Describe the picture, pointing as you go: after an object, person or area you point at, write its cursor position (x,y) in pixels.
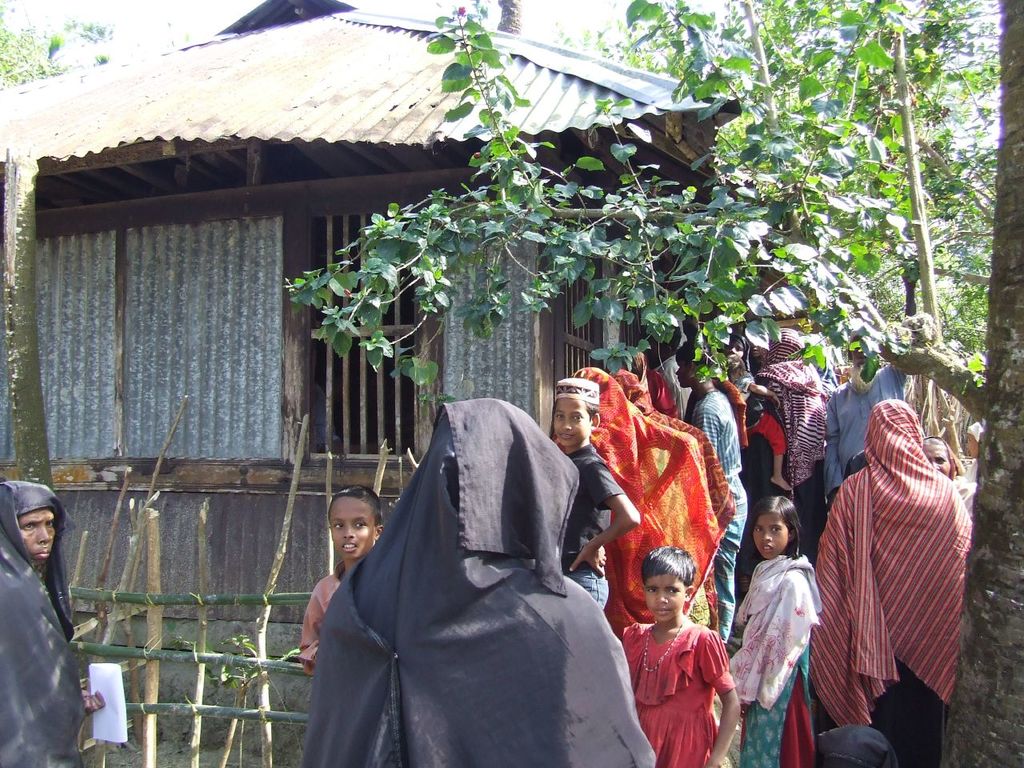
In this image I can see number of people (685,514) and few children (693,707) are standing. I can also see number of trees (903,77), a building (103,517) and the wooden fencing (144,647). On the left side of the image (7,759) I can see a woman (62,750) is holding a white colour thing (120,666).
